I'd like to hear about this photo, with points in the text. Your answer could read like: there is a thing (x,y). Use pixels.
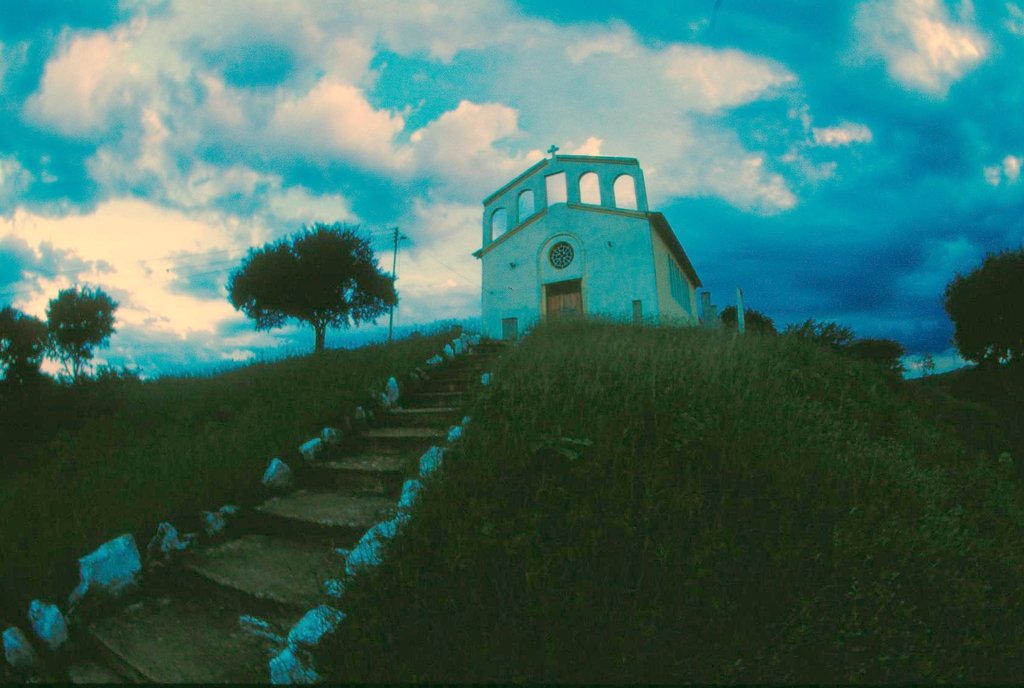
In the foreground of the picture (685,403) there are grass (522,460), staircase (119,618), church (582,268), trees (1000,335), pole (390,289) and cables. Sky (929,311) is cloudy. The picture is taken during sunset.
